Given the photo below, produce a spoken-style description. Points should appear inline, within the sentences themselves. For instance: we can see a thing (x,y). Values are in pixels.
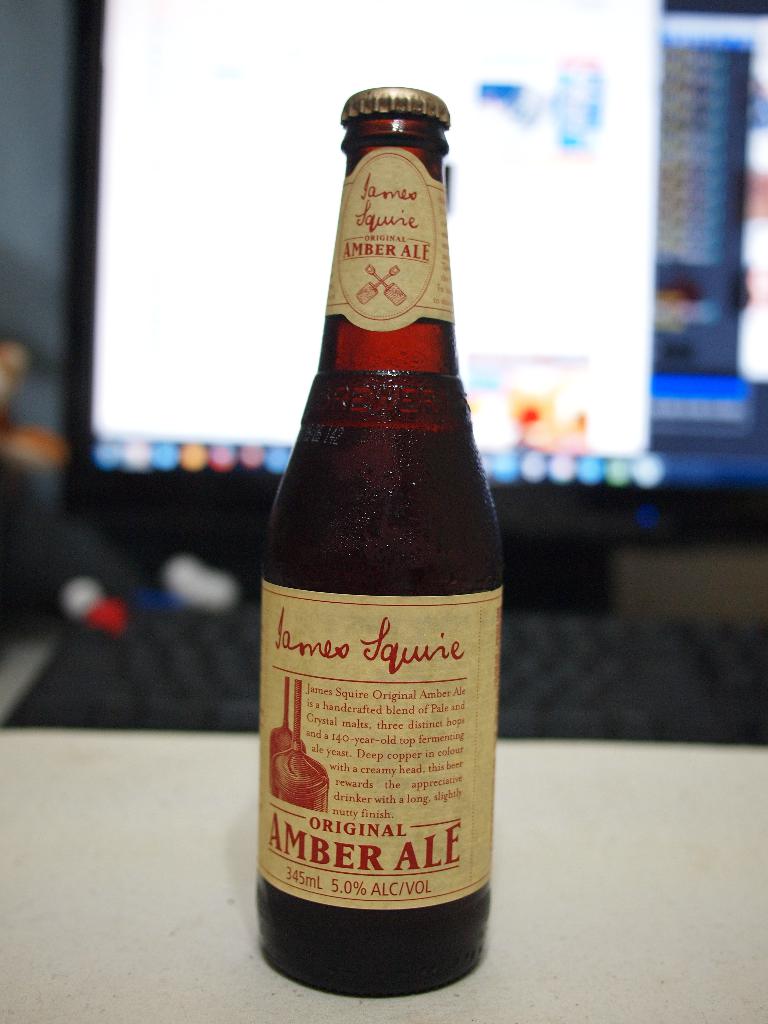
In the center of the image (404,548), we can see a beer bottle (360,622) placed on the table (496,920) and in the background (457,118), there is a screen (478,275).
